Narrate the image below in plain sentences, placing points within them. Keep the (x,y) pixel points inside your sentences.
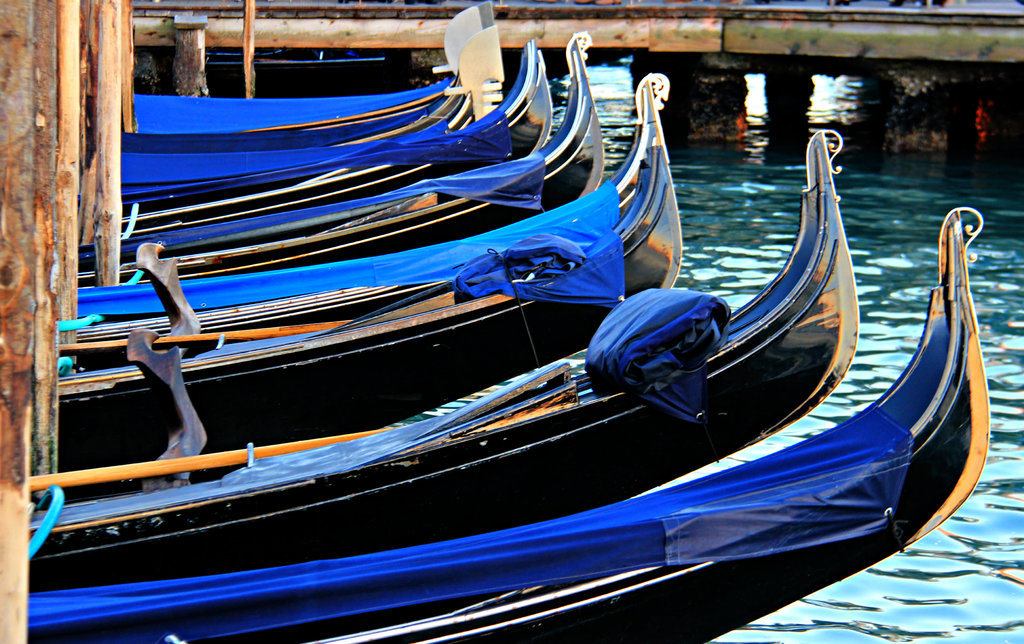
In the image we can see there are boats (560,417) in the water (931,216). This is a wooden pole (101,114), water (933,203) and paddles (228,451).
